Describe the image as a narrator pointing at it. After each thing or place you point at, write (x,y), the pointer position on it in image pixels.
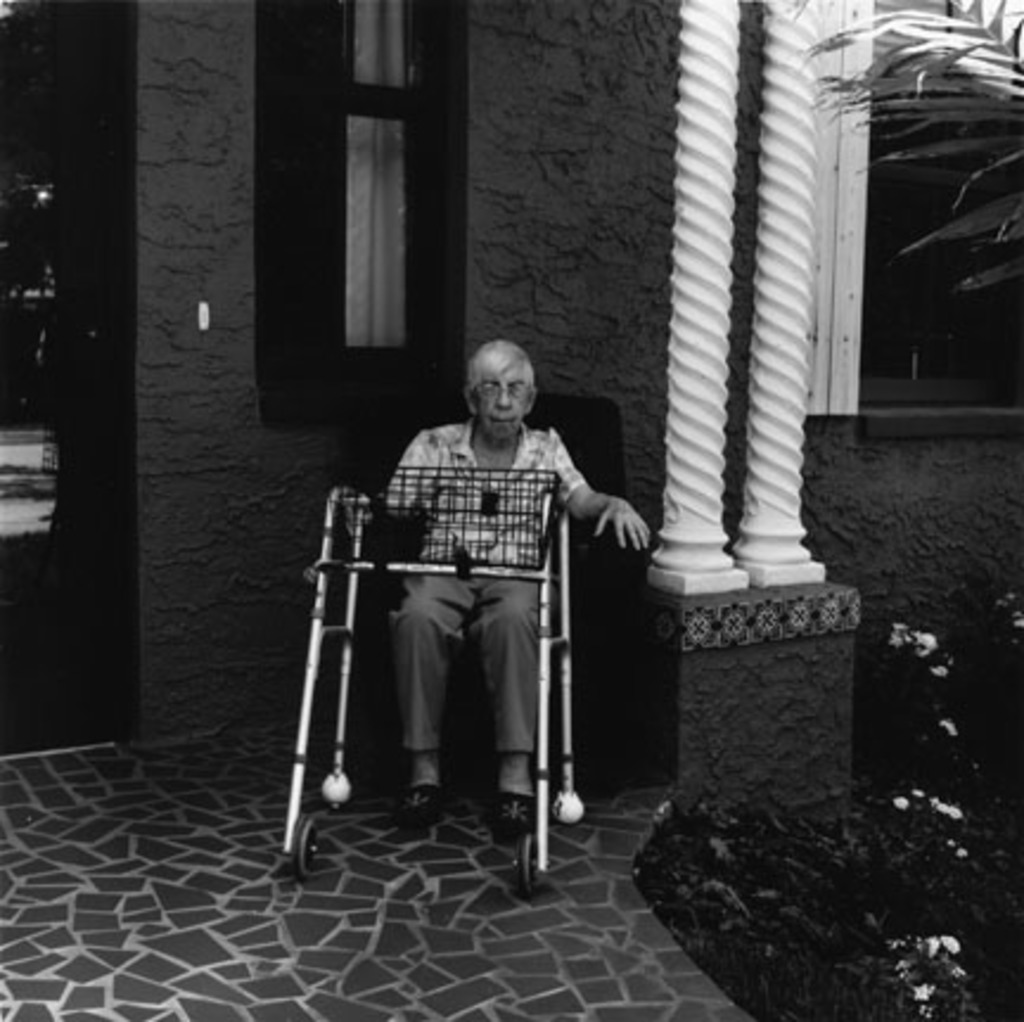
It is a black and white image, there is an old man (439,541) sitting on a chair (372,578) and in front of the house (581,137) there are two white pillars (705,516) beside the man (642,533).
